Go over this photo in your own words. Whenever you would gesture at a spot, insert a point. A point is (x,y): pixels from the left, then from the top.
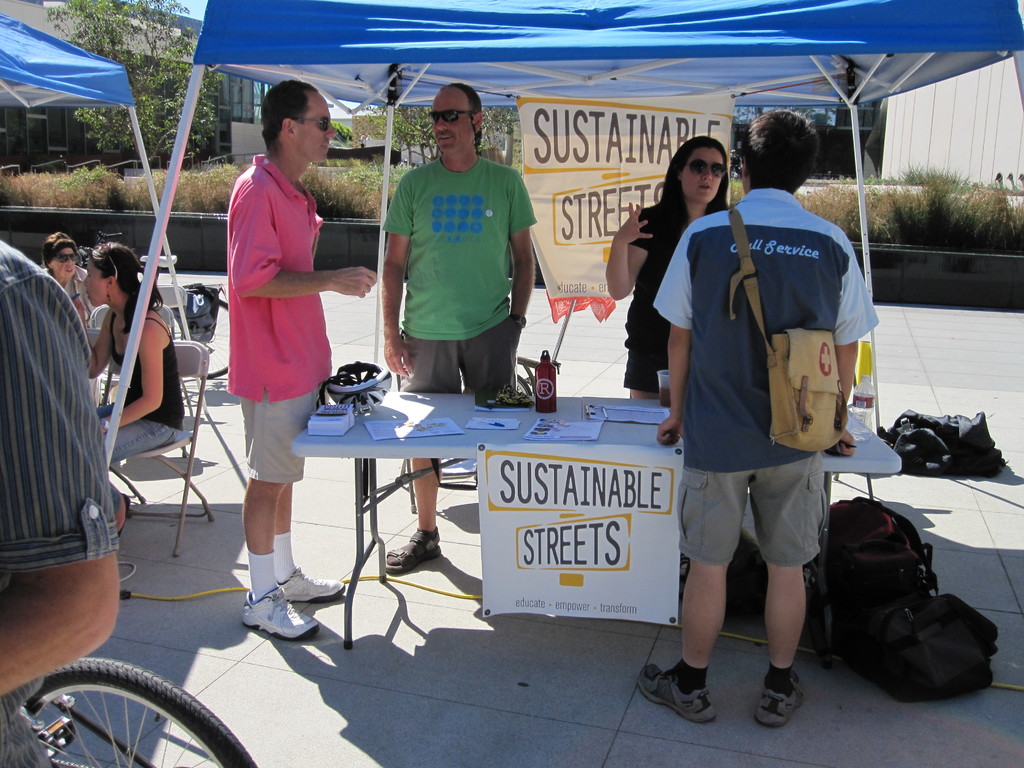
In this image I can see group of people (800,301) on the road (813,660), tents (19,98), tables (436,443), chairs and bags (808,445). In the background (16,172) I can see a fence (96,219), grass (137,200), trees (161,145) and buildings (849,175). This image is taken on the road (1019,375).
